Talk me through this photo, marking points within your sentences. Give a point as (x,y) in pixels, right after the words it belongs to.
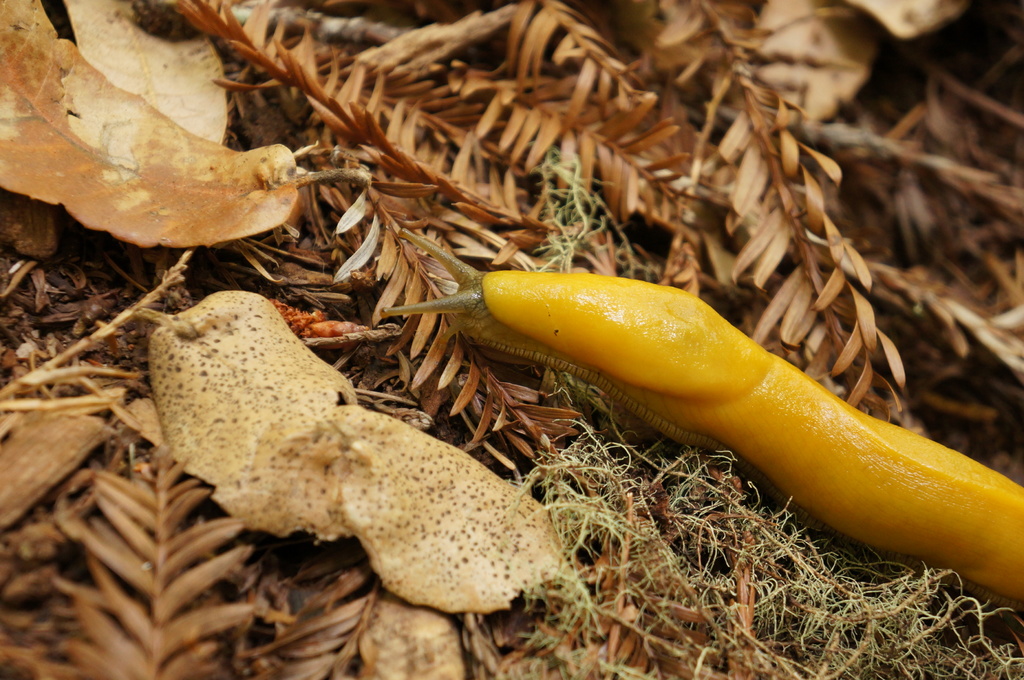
In this image I see the dry leaves (597,163) and I see a slug (571,355) over here which is of yellow in color.
